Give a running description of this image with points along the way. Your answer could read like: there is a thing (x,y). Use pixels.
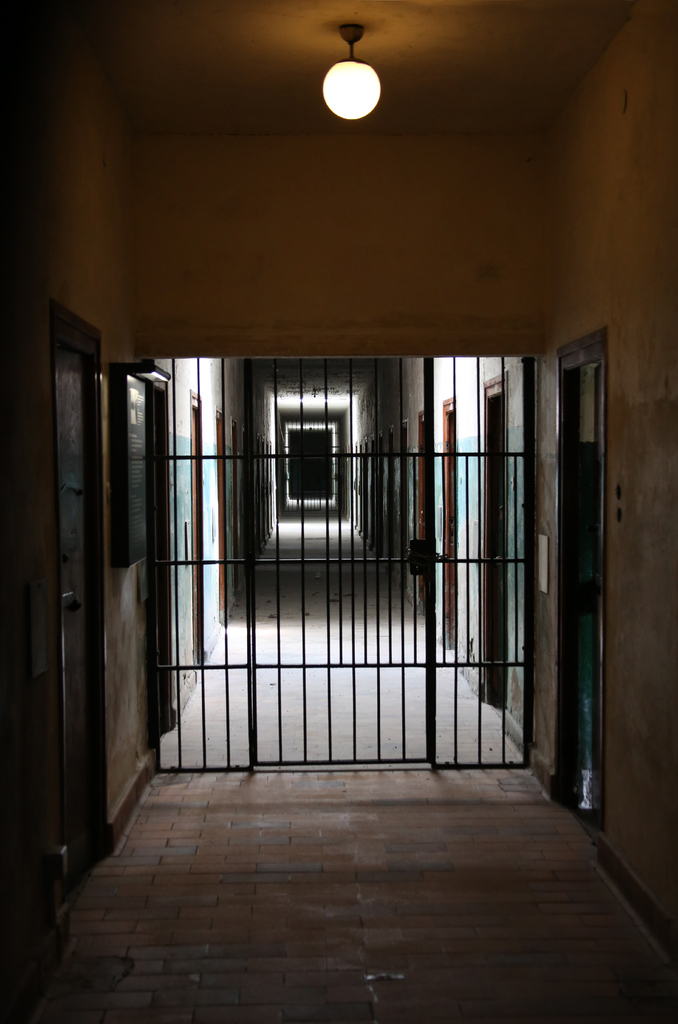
In this picture we can see the floor (240,638), gate (414,468), doors (571,600), frame (139,523) on the wall (104,288), roof (263,112) and the light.
